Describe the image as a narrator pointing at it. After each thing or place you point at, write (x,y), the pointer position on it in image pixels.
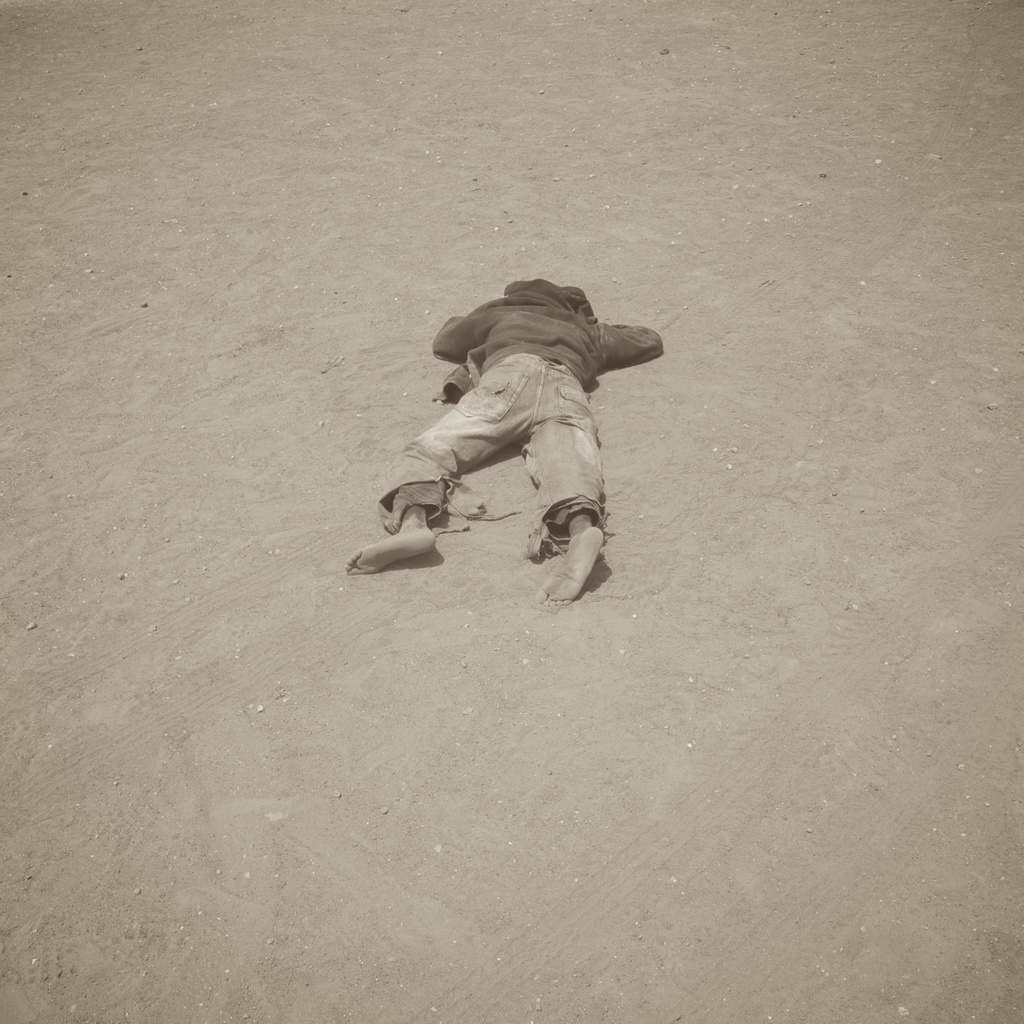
In the picture, there is a person (508,354) laying on the sand ground (726,508).
